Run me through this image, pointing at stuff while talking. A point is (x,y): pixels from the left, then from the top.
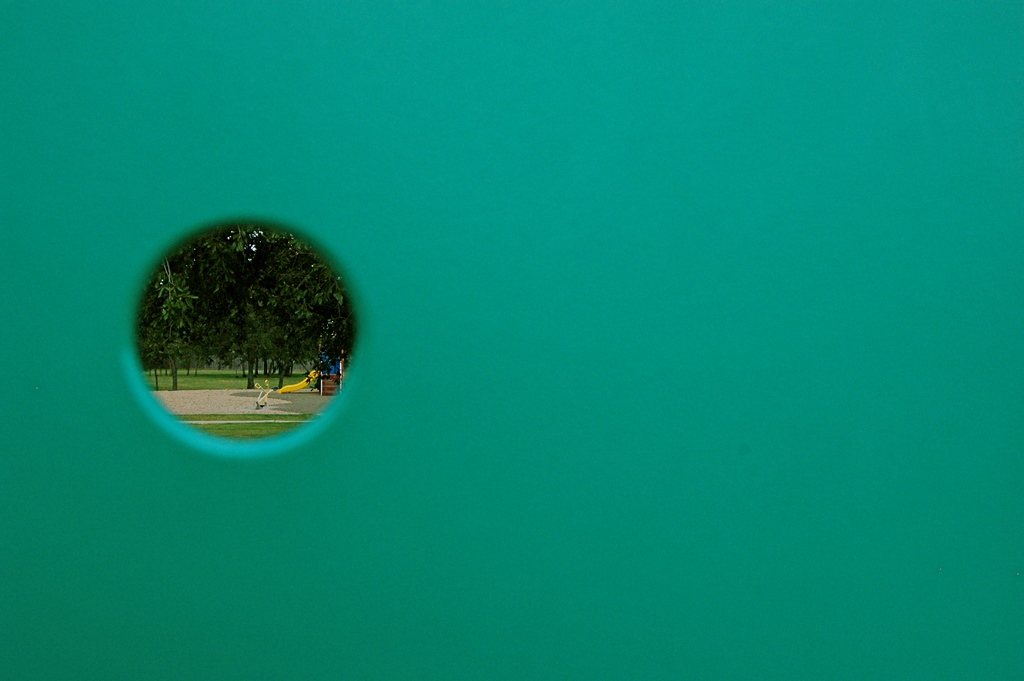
In the picture there is a wall (678,610), on the wall (470,430) there is a hole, through the hole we can see trees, there is a path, there is a playing item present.
